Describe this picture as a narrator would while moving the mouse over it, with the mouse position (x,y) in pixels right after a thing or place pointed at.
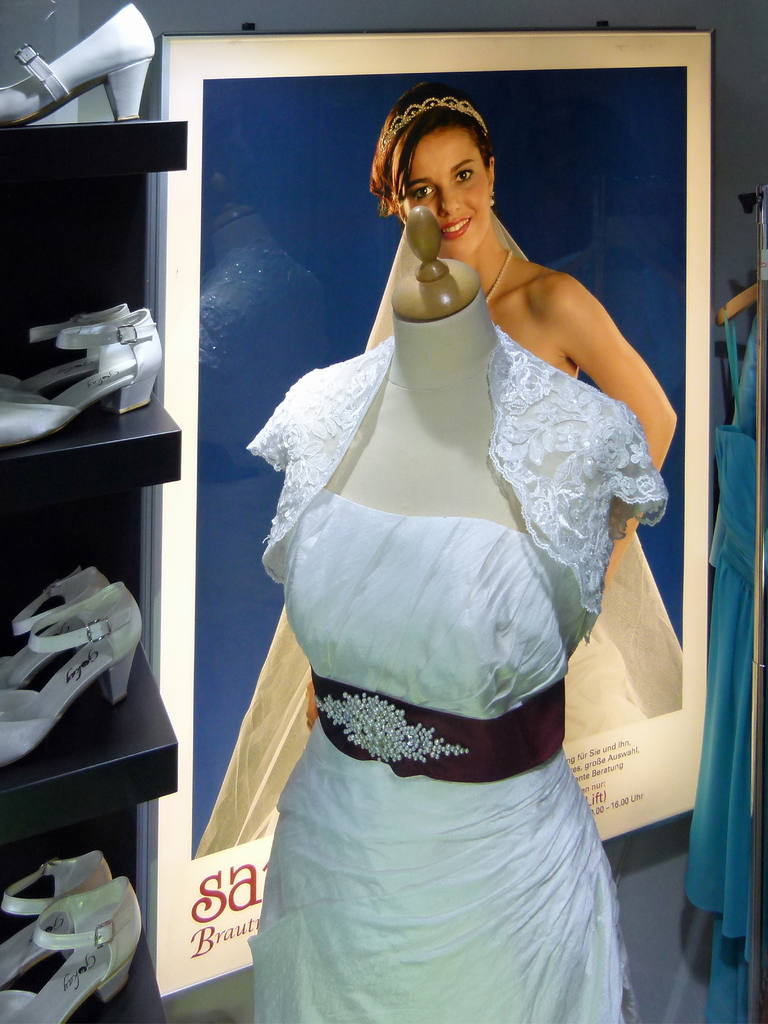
In this image we can see there is a mannequin (467,541) wearing white dress (272,412), behind that there is a photo frame (675,754) on the wall (658,843), also there is a shelf (71,458) with white foot wear (24,1014).
